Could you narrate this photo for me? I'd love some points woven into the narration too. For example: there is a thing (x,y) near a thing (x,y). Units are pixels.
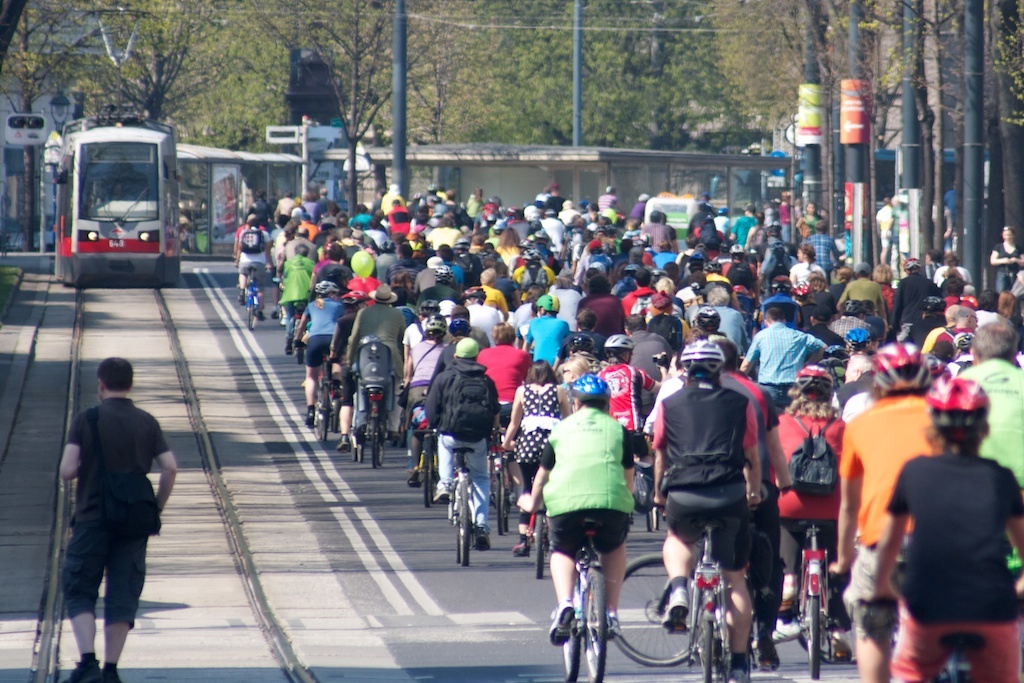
In this image right corner (979,556) there are few group of people (561,366) riding bicycles (469,516). Left side (82,634) a person (87,530) is walking. Left side (82,156) there is a train (115,274) and there is a lamp (65,109). Background of the image (42,42) is having trees (611,24). Right side (982,206) corner there are few poles (977,192).
